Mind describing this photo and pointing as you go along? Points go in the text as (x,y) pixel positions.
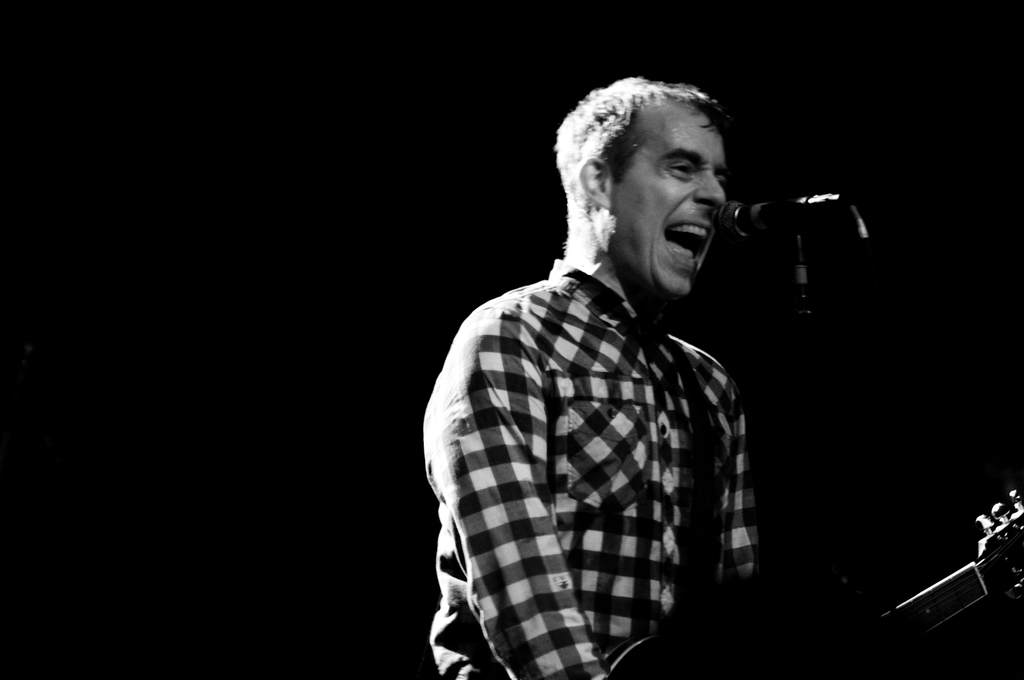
Image contains a person (652,230) holding a guitar (971,565) is singing as mouth (705,239) is open. Before him there is a mike stand (788,202).
